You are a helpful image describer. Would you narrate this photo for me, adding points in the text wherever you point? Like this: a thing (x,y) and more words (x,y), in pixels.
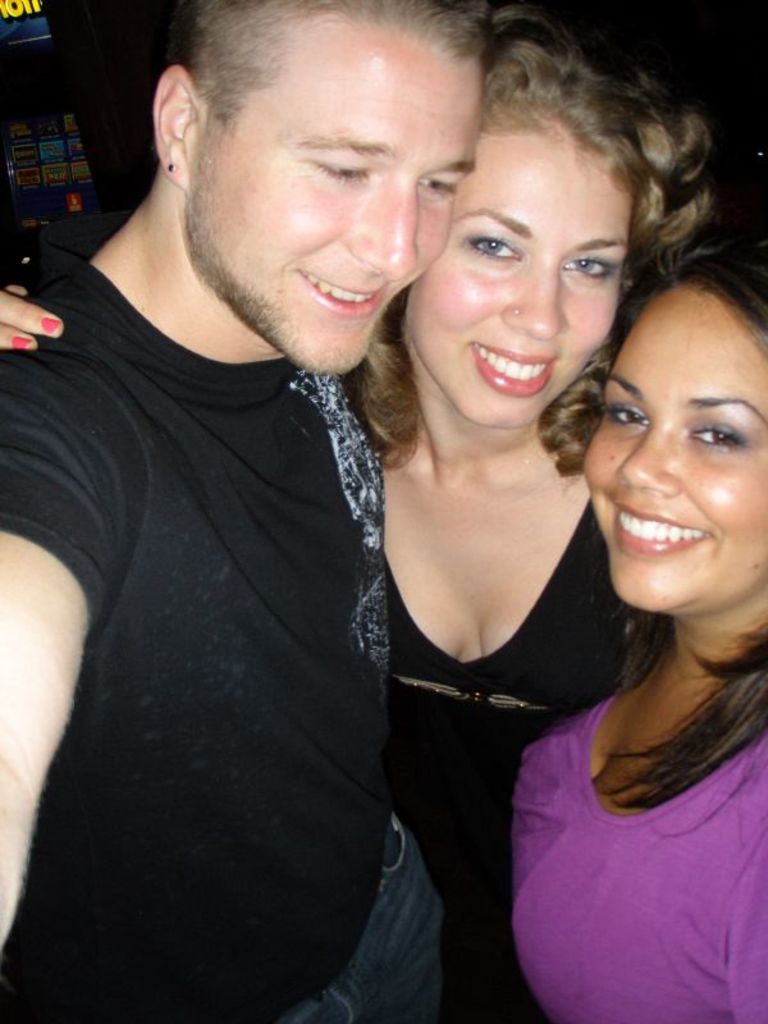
In this image I can see a person (201,865) wearing black colored t shirt (207,770), a woman (395,735) wearing black colored dress (446,749) and another woman (567,766) wearing pink colored dress (644,902) are standing and smiling. I can see an electronic gadget (34,88) and the dark background (78,202).
